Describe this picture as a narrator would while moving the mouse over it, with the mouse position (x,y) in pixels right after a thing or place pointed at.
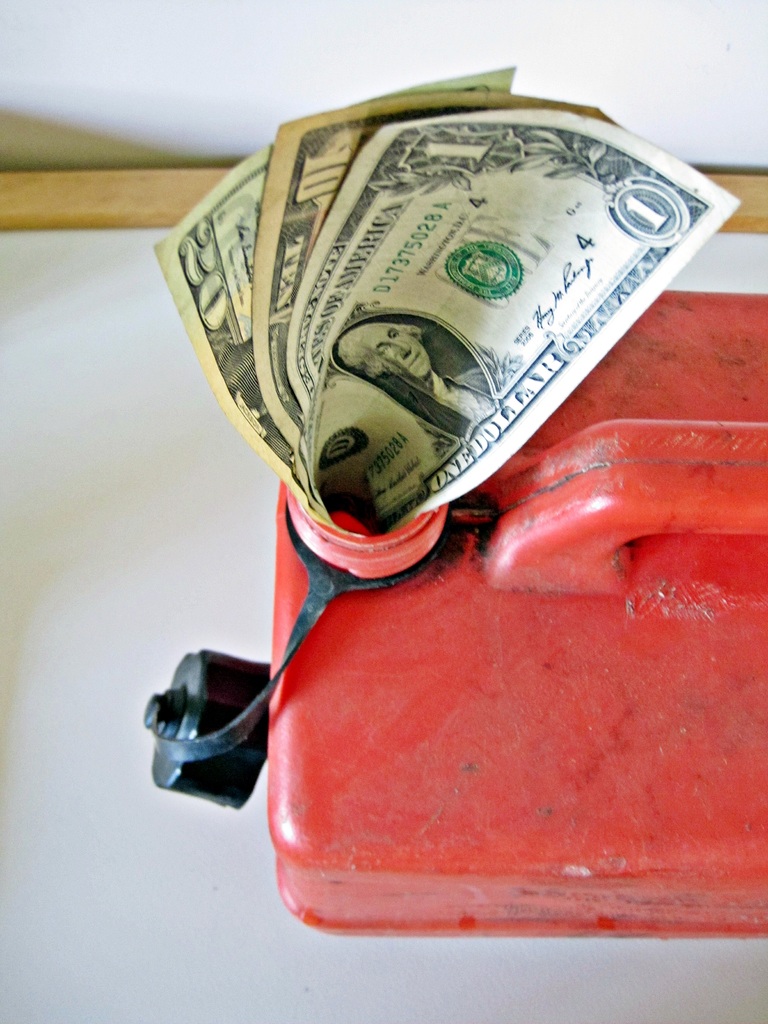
In this image in the front (527,688) there is a can (545,763) which is red in colour and in the can (419,528) there are papers (369,359) with some text (373,288) and images (361,339) and numbers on it and there is a black colour lid (335,573) attached to the can (384,553) which is on the surface (96,783) which is white in colour.
